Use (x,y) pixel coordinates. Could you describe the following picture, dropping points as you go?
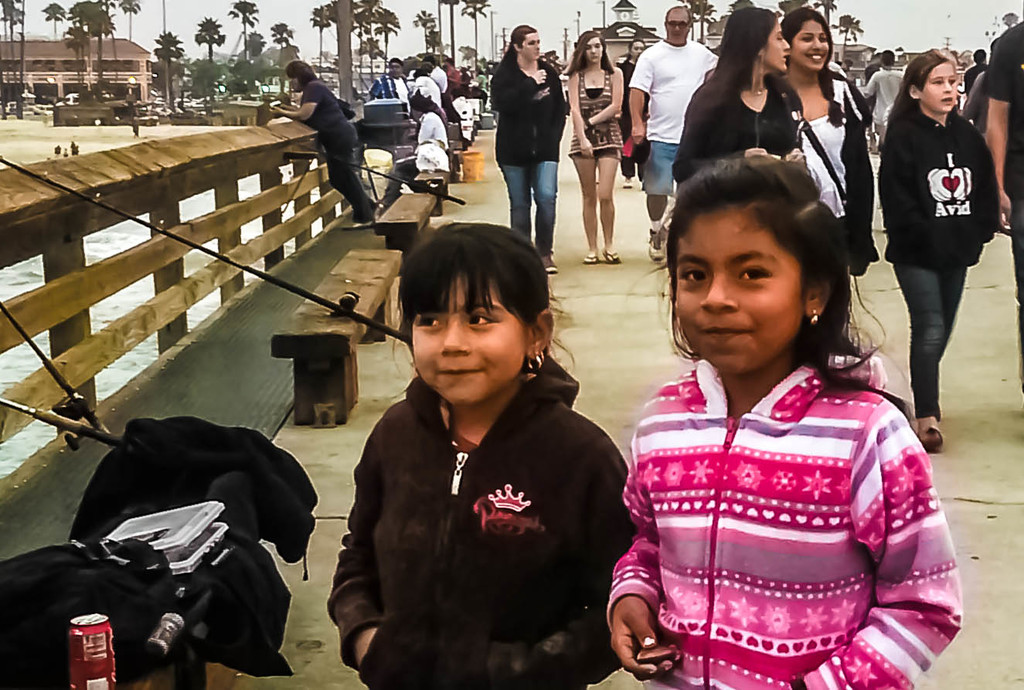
In the foreground of this image (781,519), that are people (801,241) walking and standing on a bridge (583,246). We can also see water (112,237) under the bridge (120,200). In the background (222,62), there are trees (196,85), poles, buildings (72,83) and the sky (269,29).
